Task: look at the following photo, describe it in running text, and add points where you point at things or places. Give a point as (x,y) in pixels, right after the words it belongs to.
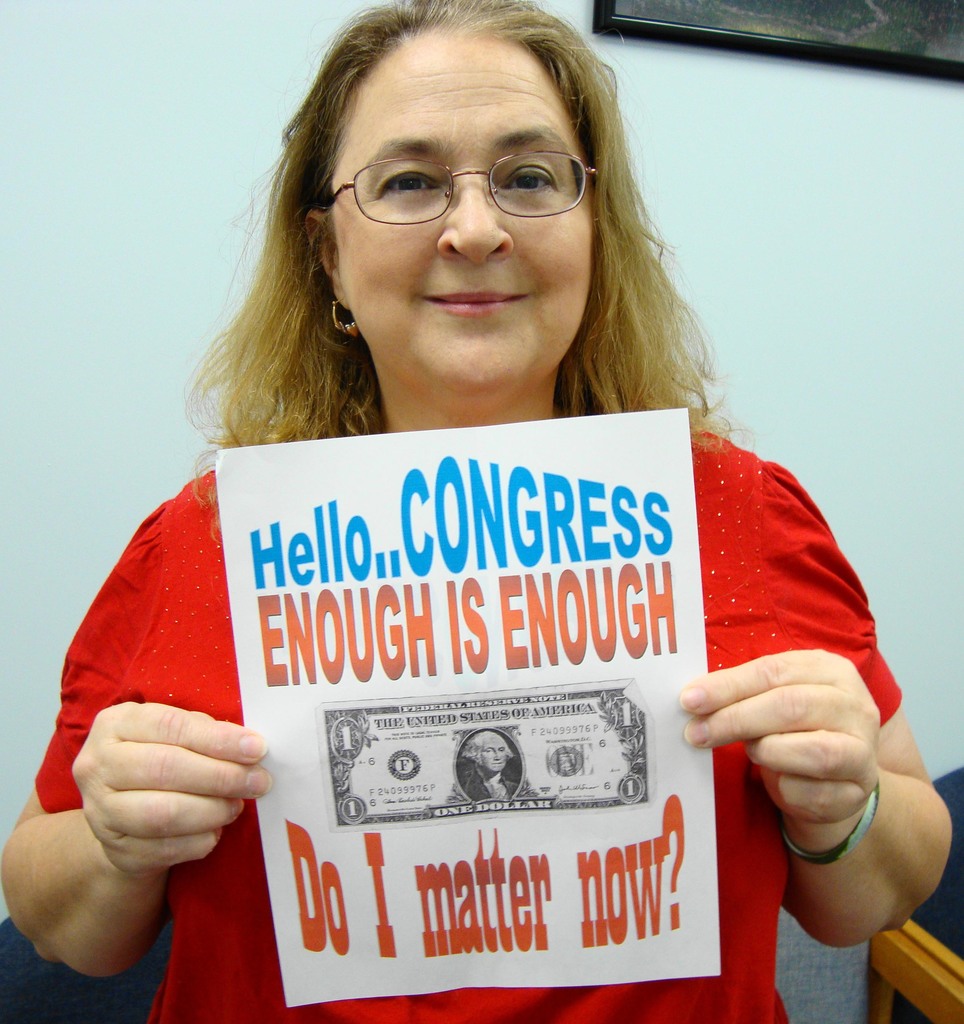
In this image we can see a woman (582,323) wearing the glasses (382,208) and also the red color top (784,552) and holding the text paper (504,656). In the background (92,501) we can see the wall (804,249), a chair (911,964) and also the frame (769,36).
